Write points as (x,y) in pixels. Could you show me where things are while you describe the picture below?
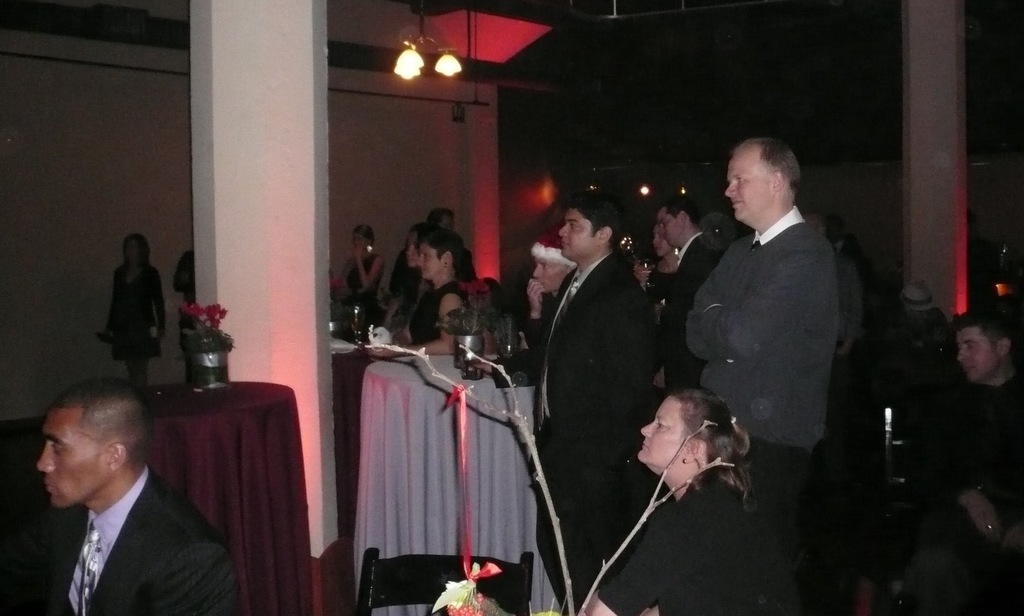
In this image in the front (748,544) there are persons (757,543) sitting and in the background (603,289) there are persons (621,299) standing and there are tables (415,399), on the table (490,390) there are objects (504,353) and there are lights (417,48) on the top (399,57). In the front (473,606) there are flowers (476,596) and there is an empty chair (430,582). In the background (147,166) there is a wall (422,182) and there are lights (646,192).
